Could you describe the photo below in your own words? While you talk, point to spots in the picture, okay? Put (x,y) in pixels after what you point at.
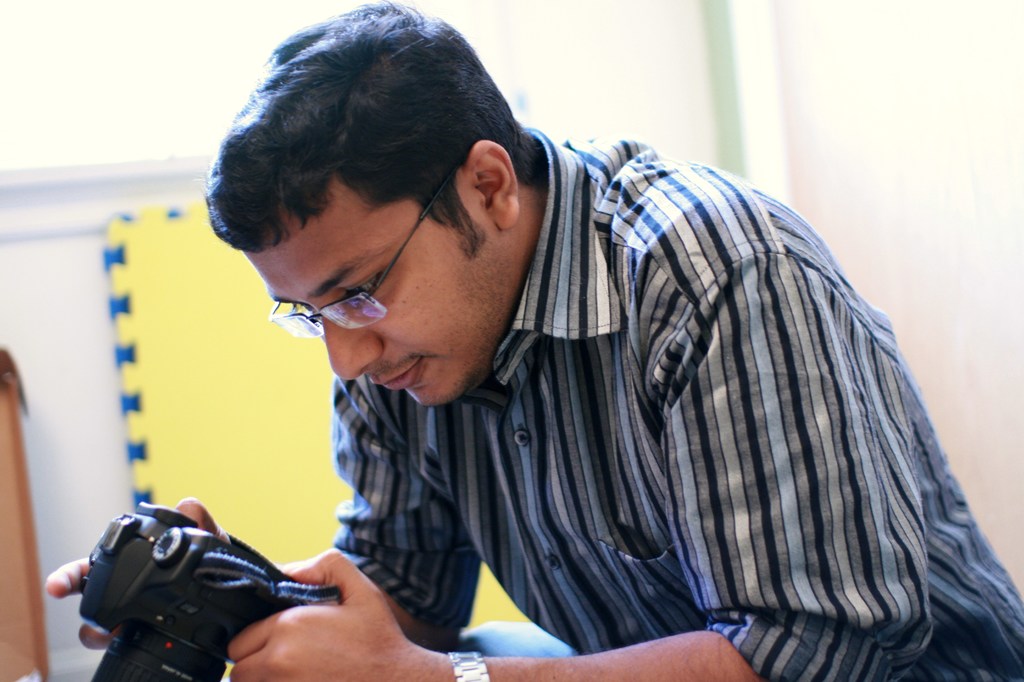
In this picture we can see a man (437,373) who is holding a camera (202,562) with his hand (394,623). He has spectacles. On the background (921,227) there is a wall (909,207).
